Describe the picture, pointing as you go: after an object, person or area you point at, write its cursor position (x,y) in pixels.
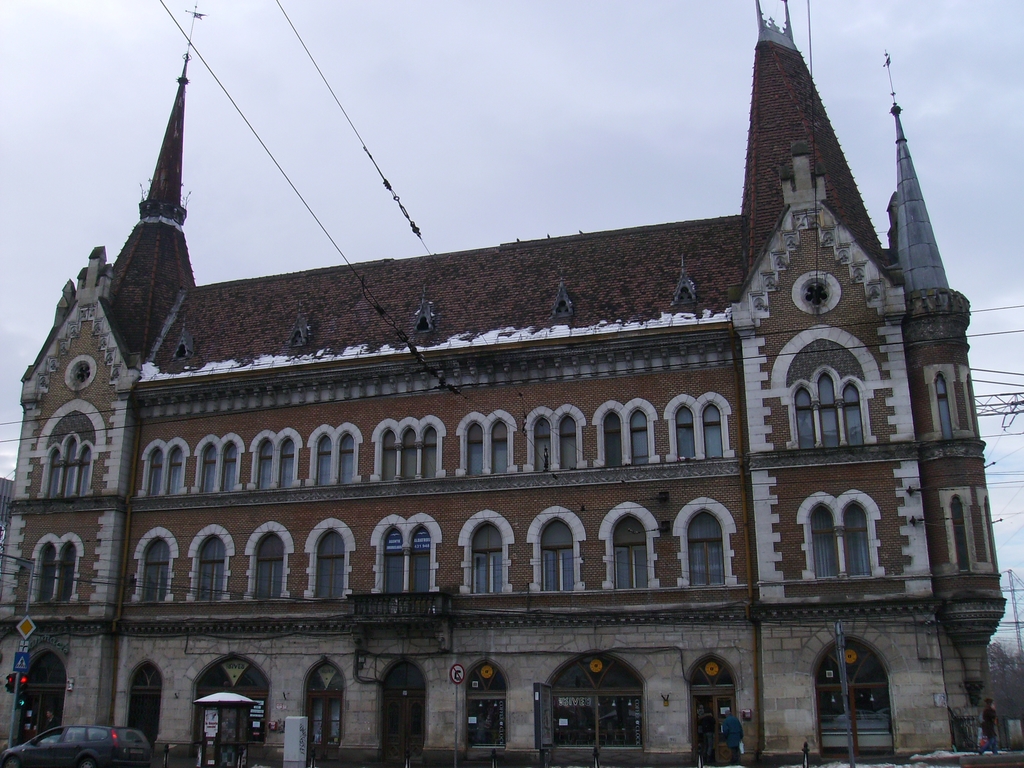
In this image we can see a building (532,501) with glass window (572,456). At the bottom of the image (121,753), we can see the poles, people (727,739) and car (139,753). There is the sky (485,68) at the top of the image (614,68). We can see wires (989,309) on the right side of the image (1005,312).
